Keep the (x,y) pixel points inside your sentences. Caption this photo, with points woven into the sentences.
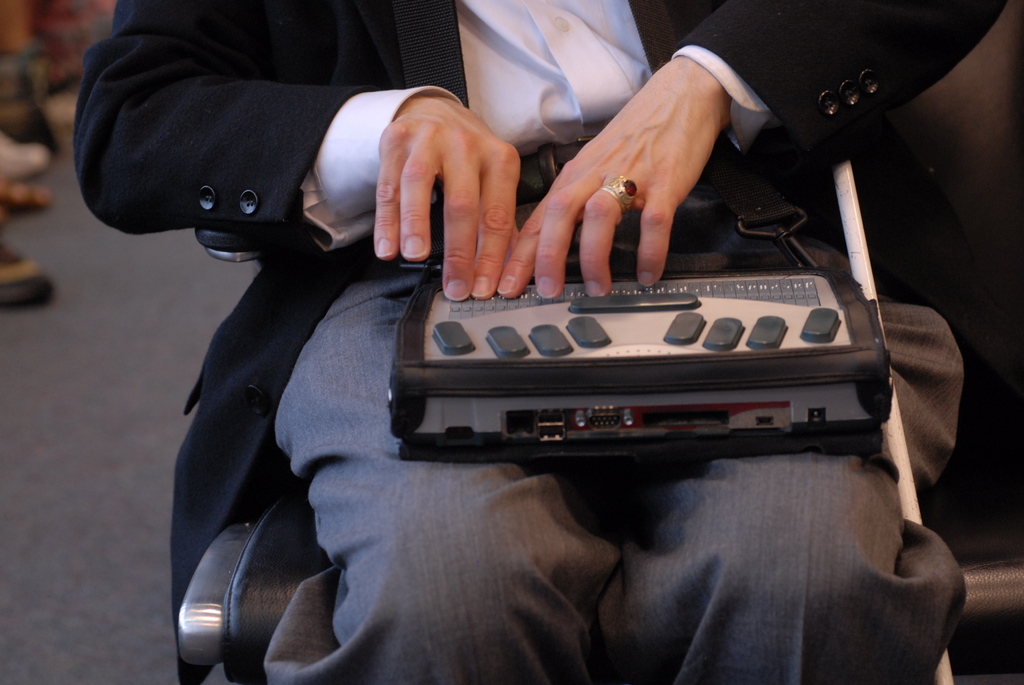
In this image we can see a person (618,493) sitting on the chair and holding a braille device (609,329) on his lap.
